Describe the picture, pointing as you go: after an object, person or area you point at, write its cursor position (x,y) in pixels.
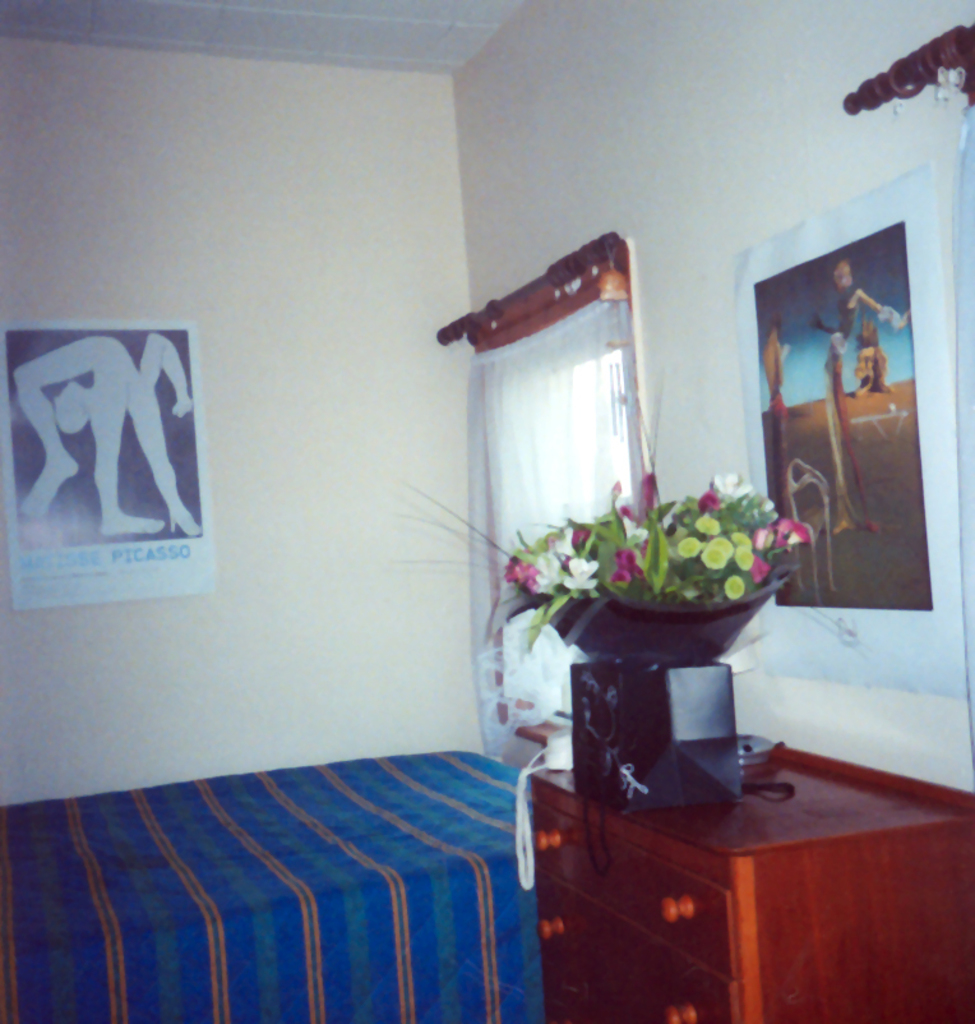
In this image we can see bed (457,757), flower vase (633,581), cupboard (728,823), curtain (517,363), window (554,478), posters (57,509) and wall (318,115).
